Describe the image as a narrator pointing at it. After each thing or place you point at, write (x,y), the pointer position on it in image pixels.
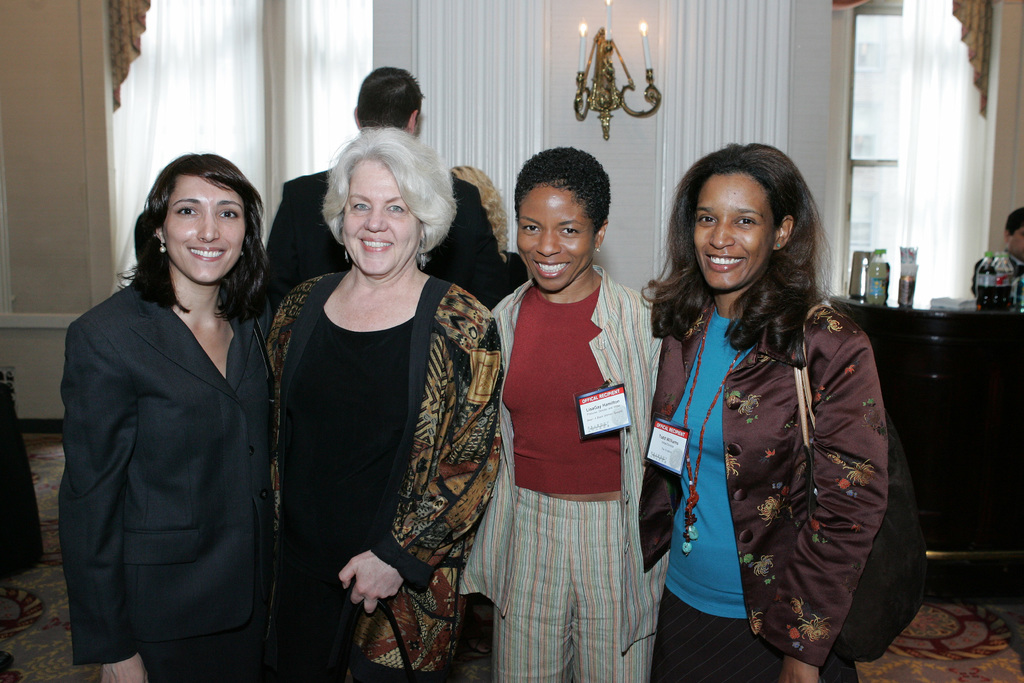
In this image, there are a few people (370,341). We can see a table (991,430) with some objects (991,268) like bottles (979,277). We can see the ground (45,620). We can also see the wall (650,42) and some candles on an object (605,64). We can see a few curtains (966,230) and some glass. We can also see some object (26,511) on the left (26,511).
